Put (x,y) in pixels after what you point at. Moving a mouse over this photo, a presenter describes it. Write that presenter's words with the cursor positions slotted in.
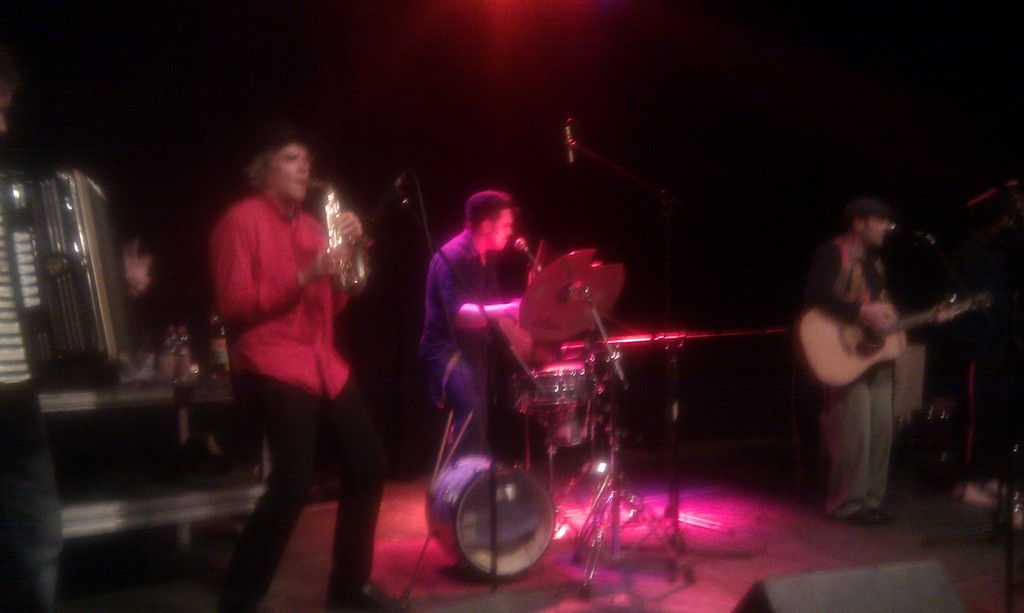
This is a blurred picture where we have four people (447,267) playing different musical instruments (569,307) and the people (439,301) are in red, blue and black color shirts (473,293) and also the background is black and there is some focus light (509,20) of pink and red color on them.
